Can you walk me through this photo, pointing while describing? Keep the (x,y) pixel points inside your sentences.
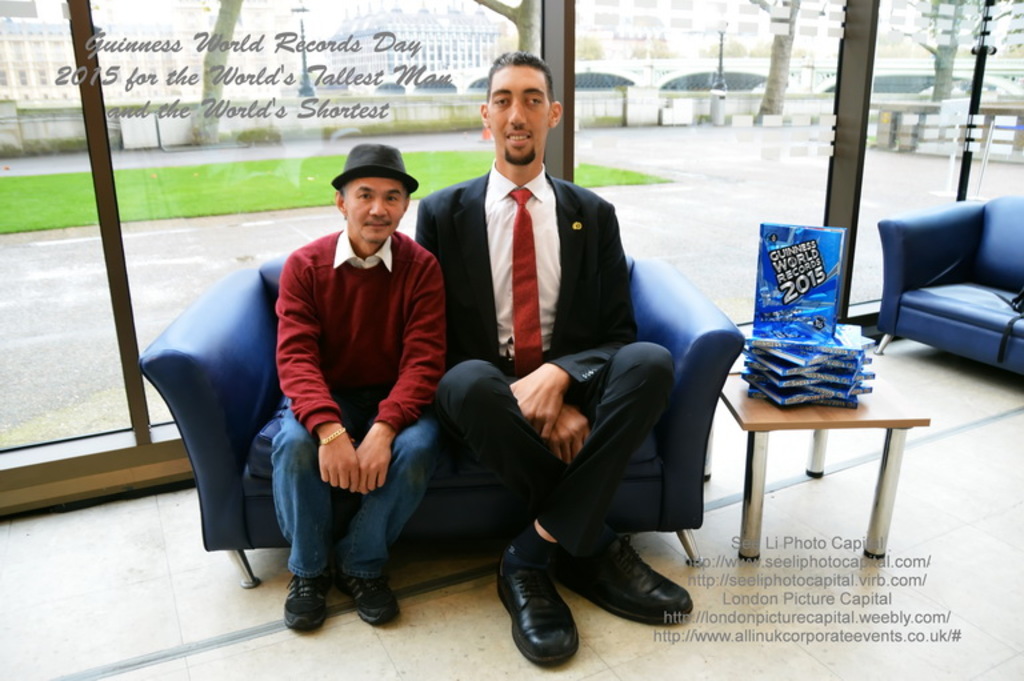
Here we can see two persons (531,155) are sitting on sofa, and at side there was the table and some objects (812,331) on it, and at back (249,127) there is the glass (449,141), and we can see grass (231,185) on the floor (183,222).
